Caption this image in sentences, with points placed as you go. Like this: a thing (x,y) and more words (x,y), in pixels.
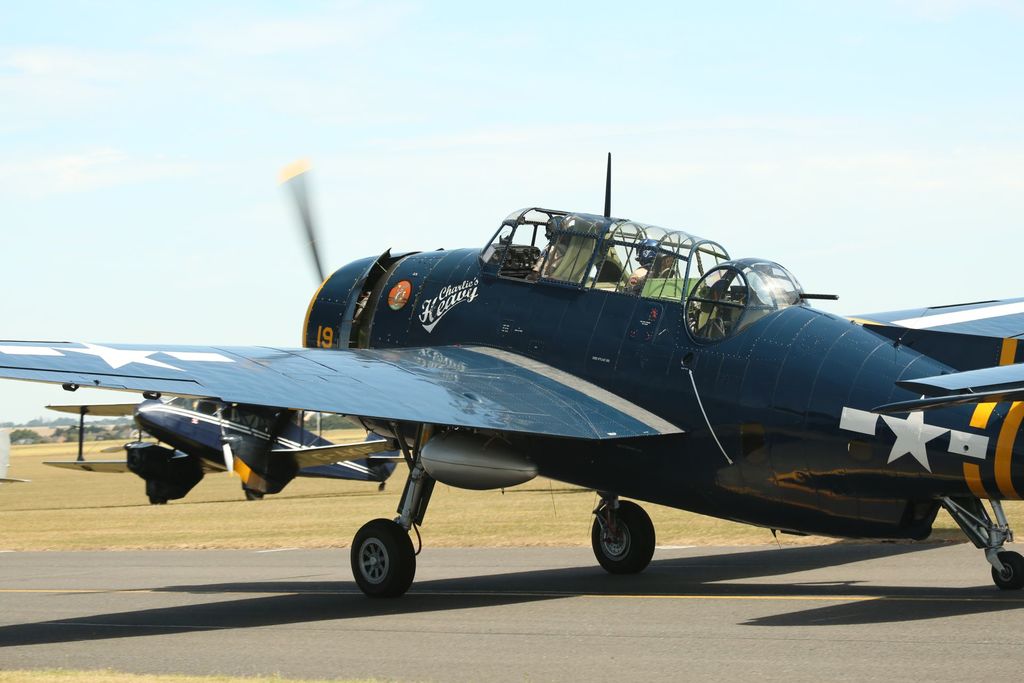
In this image we can see an airplane (454,428) on the ground (87,445), in the airplane (494,388), we can see two persons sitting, there are some trees (88,430), in the background (486,181) we can see the sky (215,225) with clouds (871,163).
